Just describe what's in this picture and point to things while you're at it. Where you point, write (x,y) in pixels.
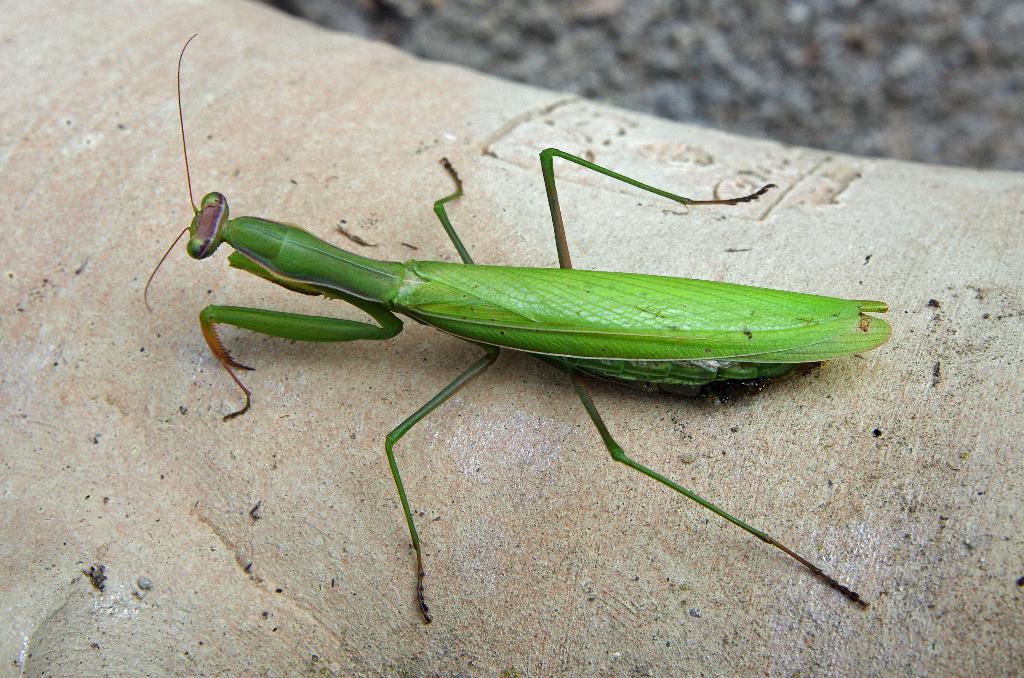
As we can see in the image there is a green color insect (655,355).
